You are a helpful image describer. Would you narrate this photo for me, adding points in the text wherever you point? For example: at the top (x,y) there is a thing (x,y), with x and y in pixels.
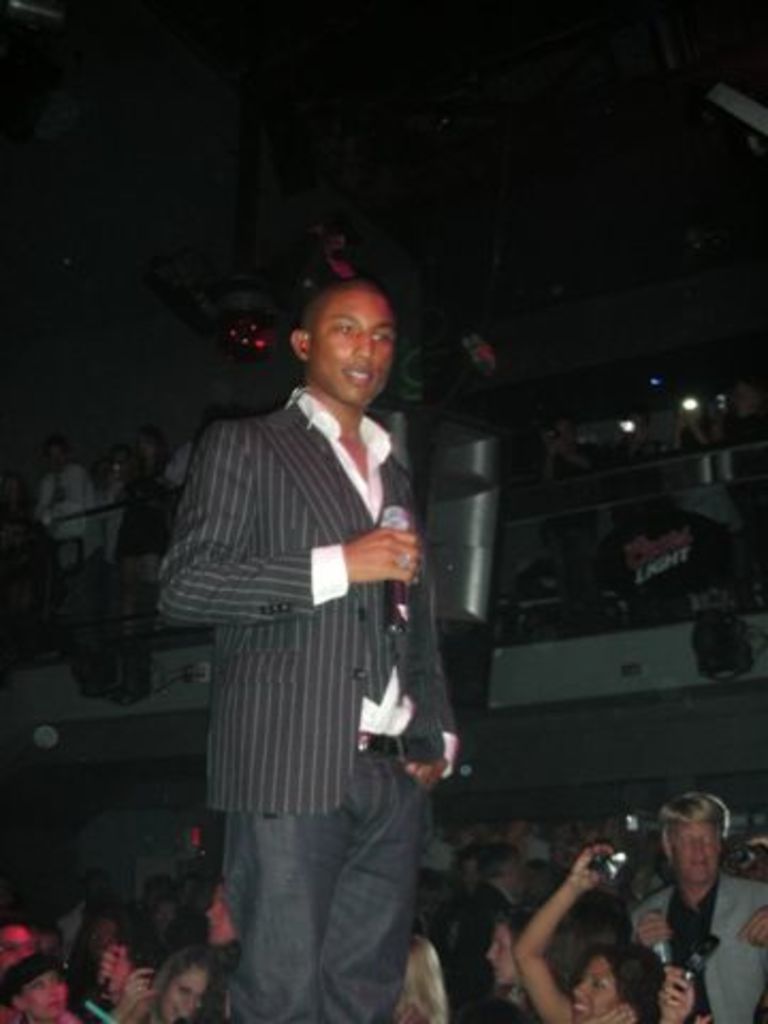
In this picture there is a man (313,670) standing and holding the microphone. At the back (412,990) there are group of people (723,829) and there is a board (728,530) and there is text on the board (618,580) and there are objects (728,610) on the wall (665,699). At the top (706,238) there are objects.
